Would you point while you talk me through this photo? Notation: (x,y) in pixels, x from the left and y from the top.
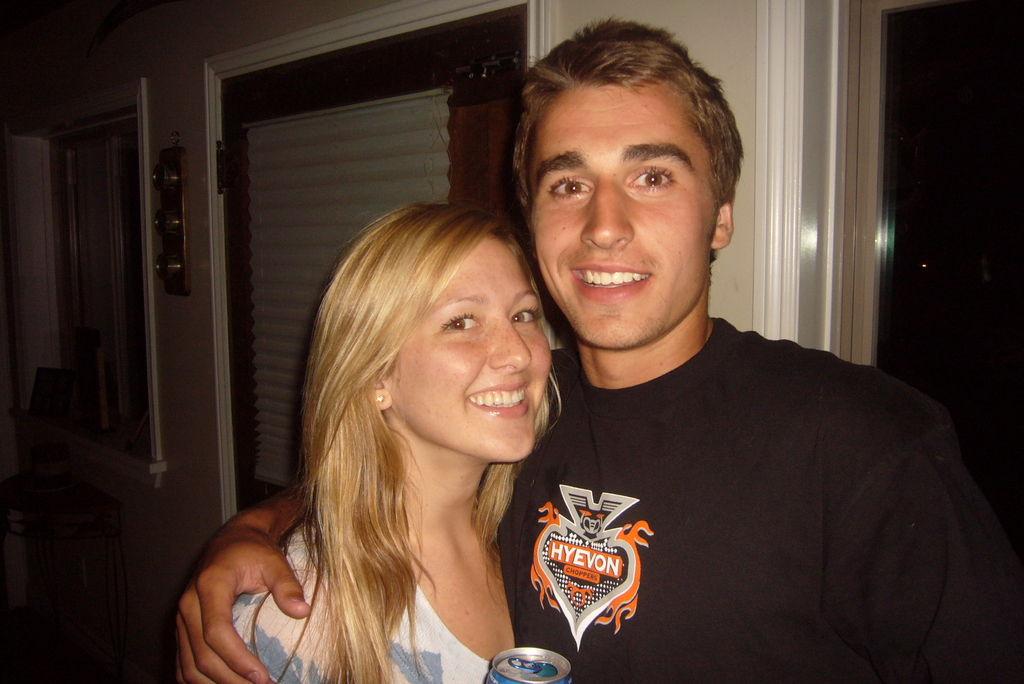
In this image there is a man (652,520) and a woman (452,624), in the background (53,64) there is wall (45,52), to that wall (45,52) there is a door (291,308) and a window (89,123).
